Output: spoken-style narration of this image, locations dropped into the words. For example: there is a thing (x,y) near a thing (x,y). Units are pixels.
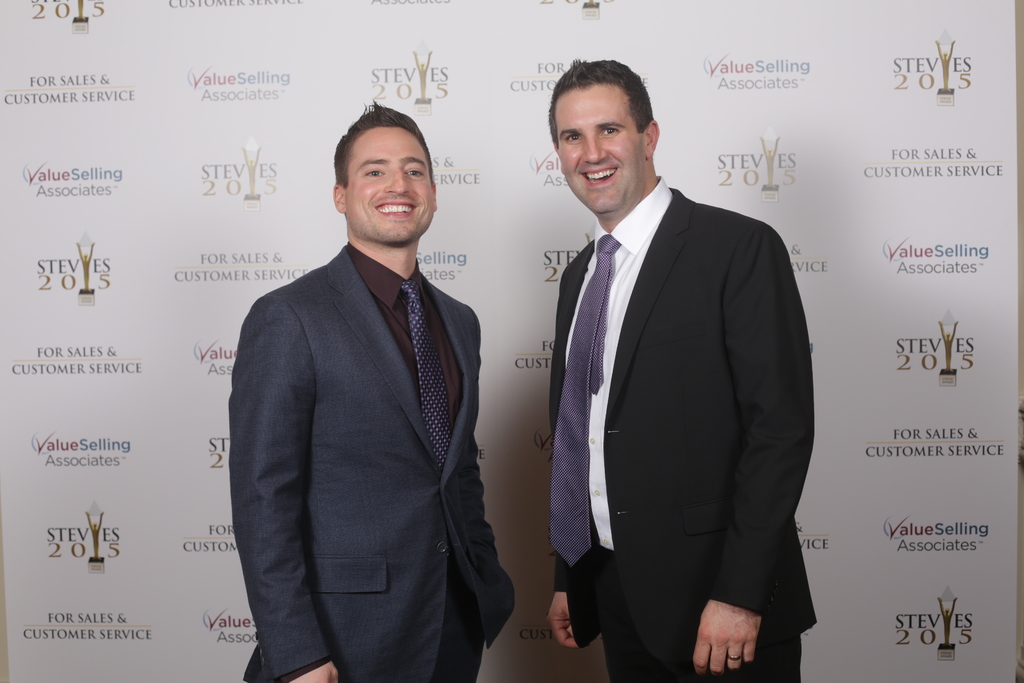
In the image there are two men (330,325), they are standing and laughing, behind them there is a banner (828,330) and on the banner (156,73) there are some names (64,192) of the companies.
